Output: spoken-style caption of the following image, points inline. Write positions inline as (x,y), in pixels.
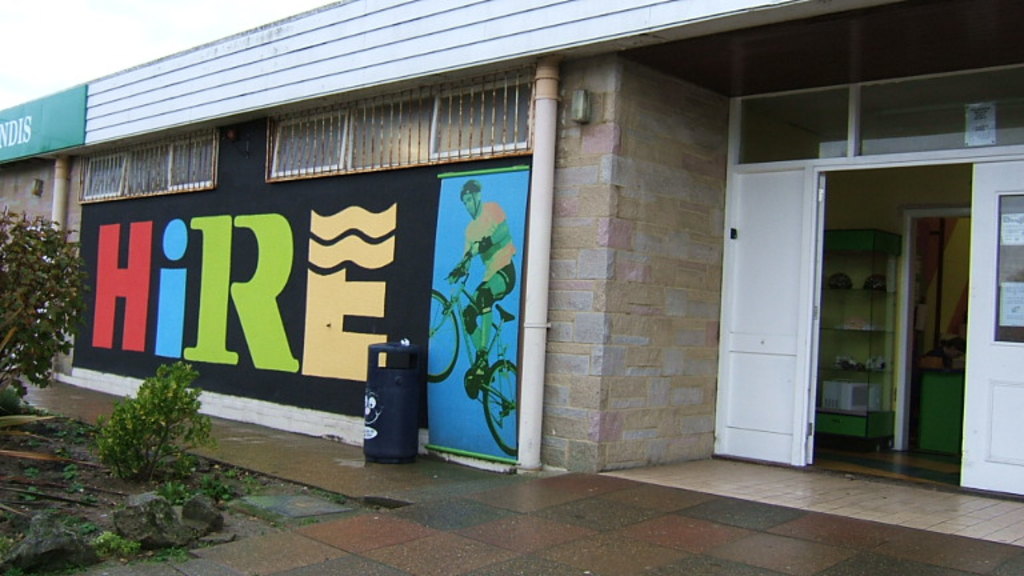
In the center of the image (596,342) we can see the sky (150,32), one building (250,86), wall (564,318), one board (42,142) with some text (151,227), pipes (539,331), plants (39,237), grass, stones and a few other objects (773,326). And we can see the painting (397,310) on the wall (366,250).
